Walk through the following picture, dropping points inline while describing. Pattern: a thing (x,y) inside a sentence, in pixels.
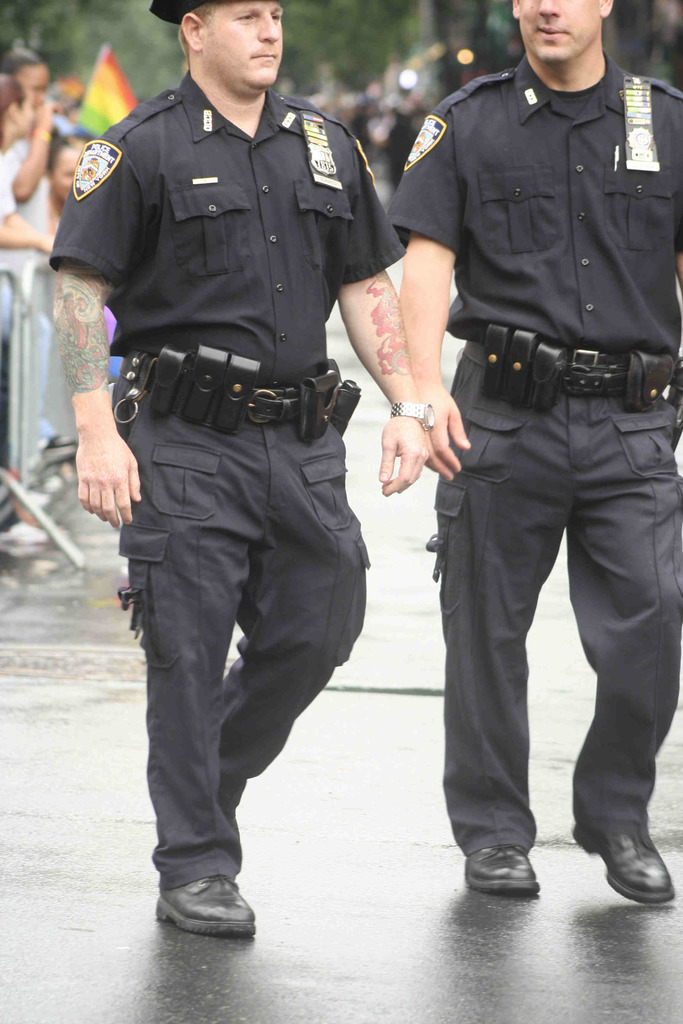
In this image I can see two men (124,337) are walking and I can see both of them are wearing black colour uniforms (349,273) and black colour shoes (207,895). In the background (2,53) I can see few more people (19,243) are standing and I can see this image is little bit blurry from background (78,29).
